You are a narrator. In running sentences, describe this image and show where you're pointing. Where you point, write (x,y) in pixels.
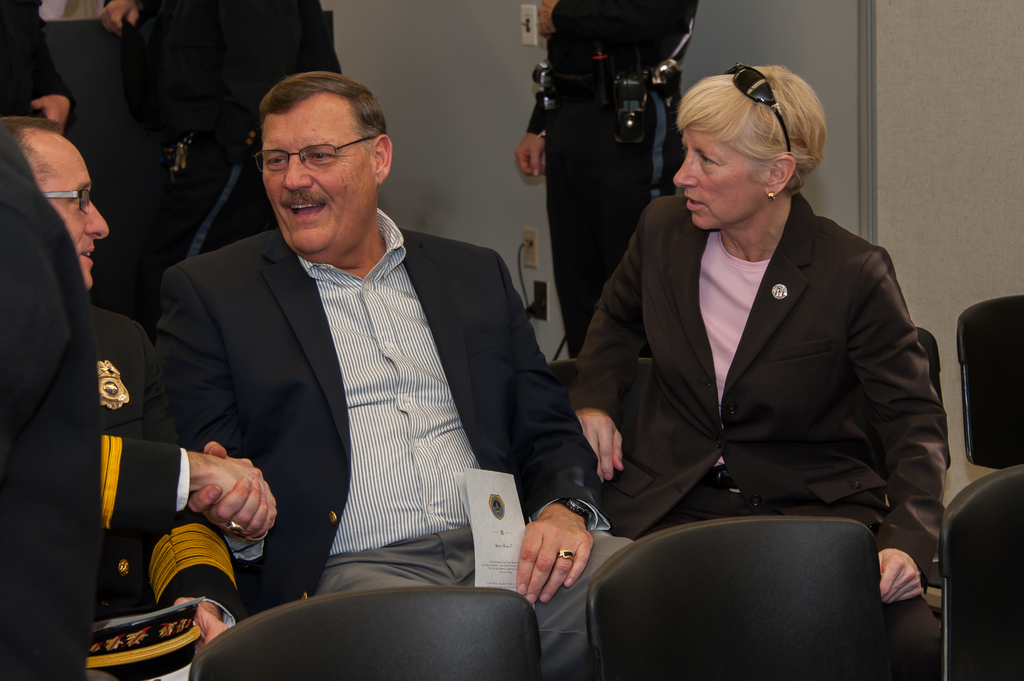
There are three people (596,520) sitting on the chairs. Two men (443,474) are hand shaking and smiling. These are the empty chairs (847,541). I can see few people (159,30) standing. This is a wall (933,100).
